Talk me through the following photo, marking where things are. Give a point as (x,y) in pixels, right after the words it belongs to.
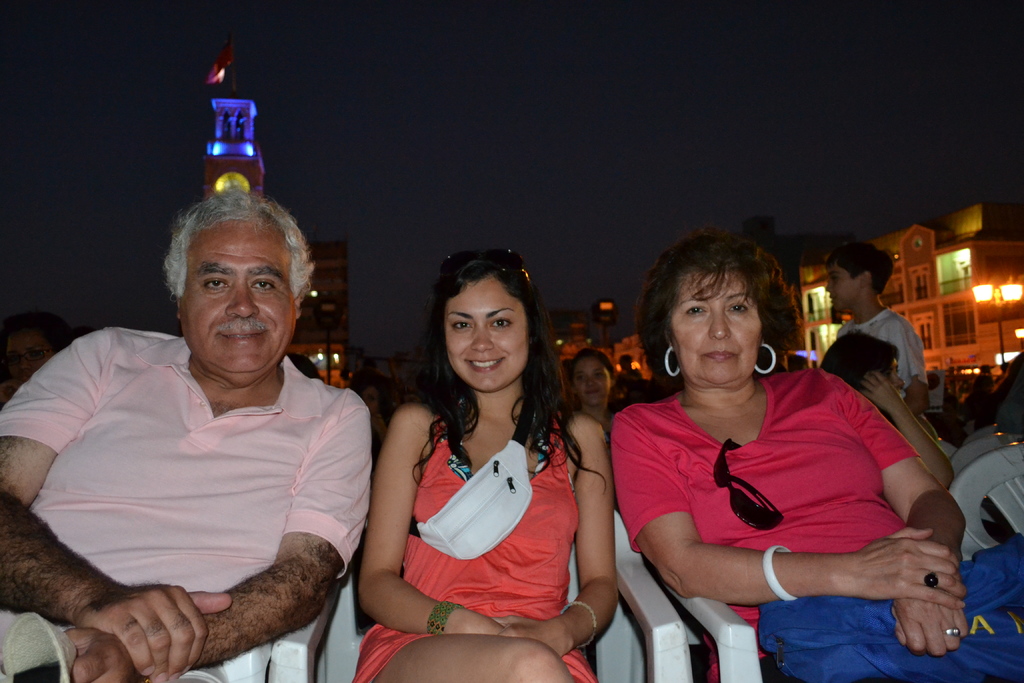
In this image we can see a group of people (550,500) sitting on the chairs (620,612). On the backside (281,99) we can see a clock tower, the flag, some buildings (629,345) with windows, street lamps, a person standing and the sky (616,123).
